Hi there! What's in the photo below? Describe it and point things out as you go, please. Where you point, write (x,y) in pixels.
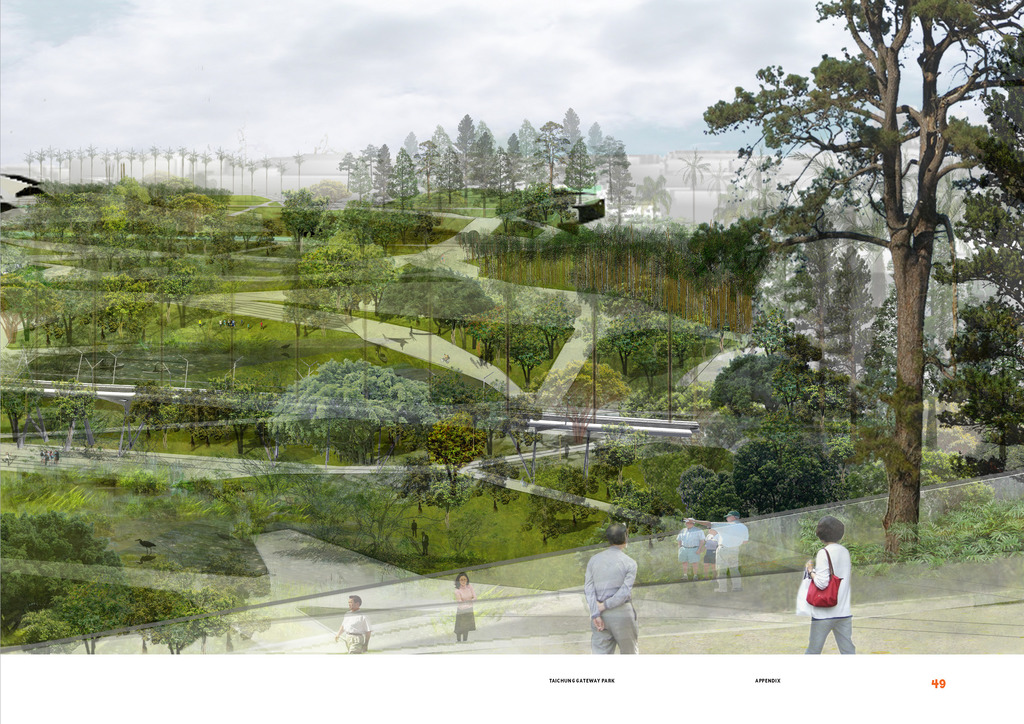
In this image, we can see the ground (292,545). We can see some grass (154,586), plants (328,512) and trees (140,597). There are a few people (831,530). We can also see the sky (633,112) with clouds (674,81).
